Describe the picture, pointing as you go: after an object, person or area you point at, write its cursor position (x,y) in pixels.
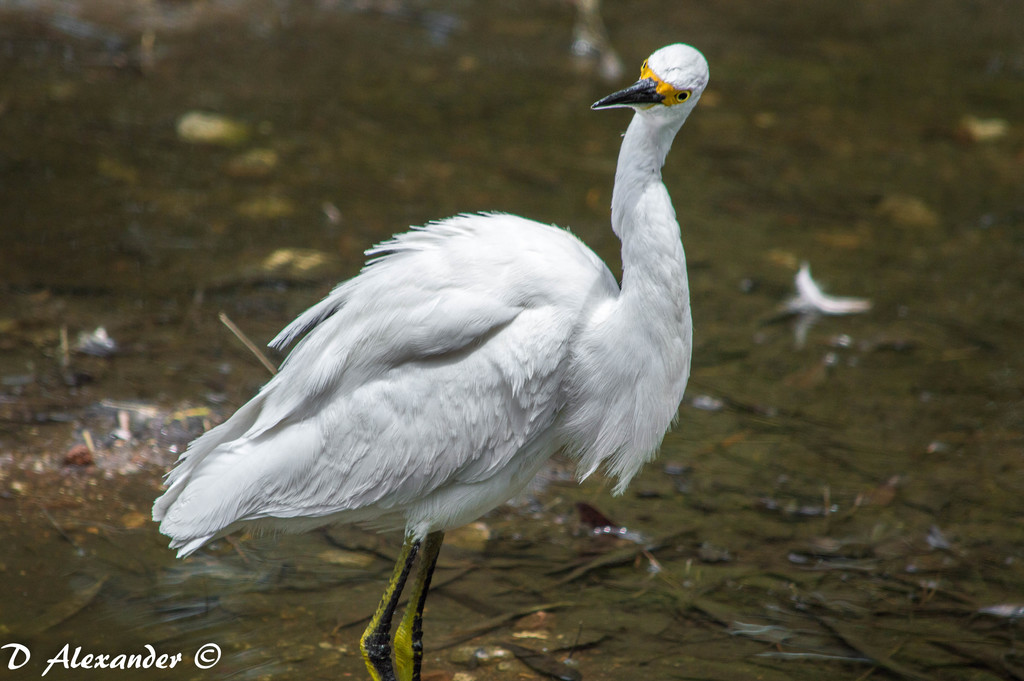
In this picture we can see crane bird (566,434). On the bottom left corner (204,644) there is a watermark (218,647).
